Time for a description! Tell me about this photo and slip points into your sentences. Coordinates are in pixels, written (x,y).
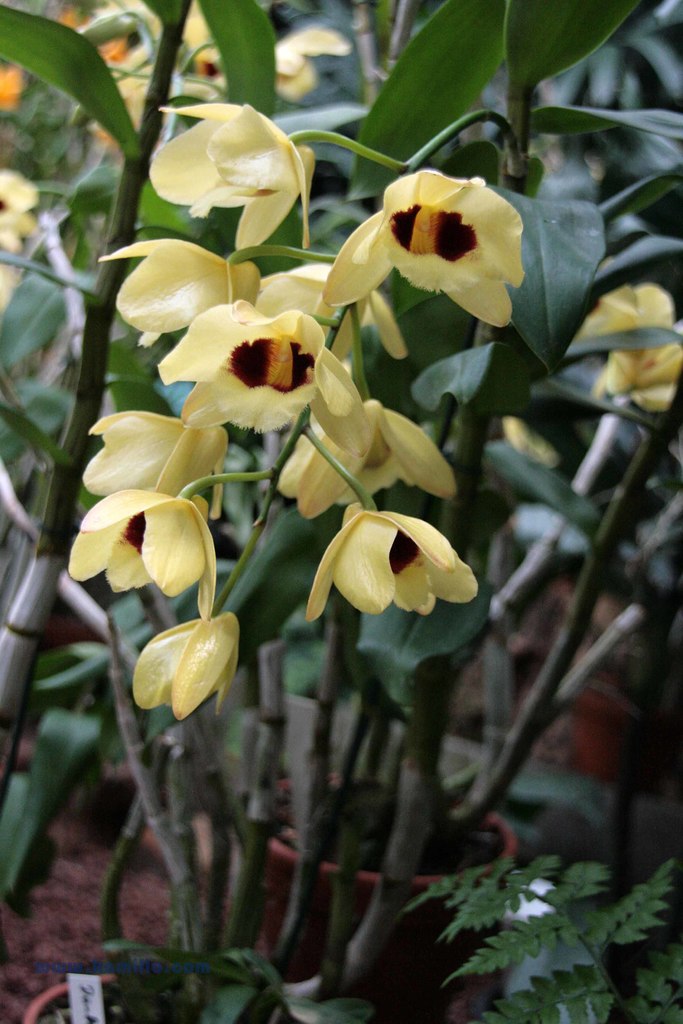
In the image there are beautiful flowers (345,585) to the plants (463,375).
